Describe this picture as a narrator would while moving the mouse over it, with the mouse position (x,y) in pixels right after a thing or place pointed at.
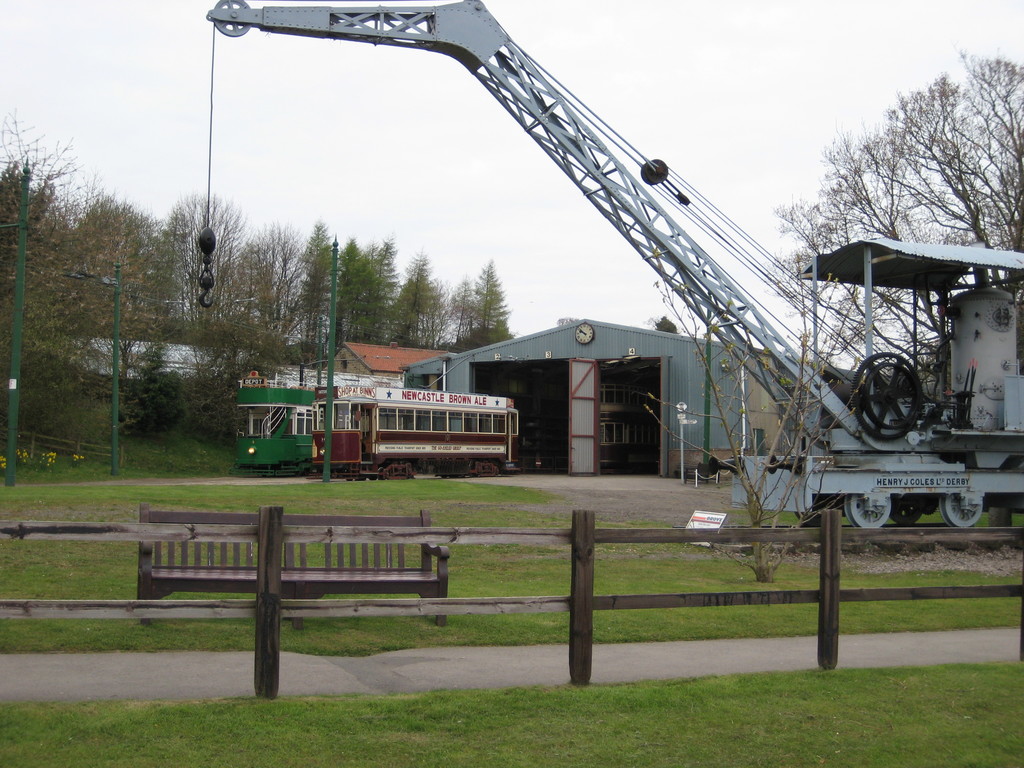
There is a wooden boundary (362,538) and grassland (668,581) in the foreground area of the image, there are house structure (418,381), trees (387,308), a vehicle (830,422), it seems like crane (869,325) and the sky (548,196) in the background area (441,204).
